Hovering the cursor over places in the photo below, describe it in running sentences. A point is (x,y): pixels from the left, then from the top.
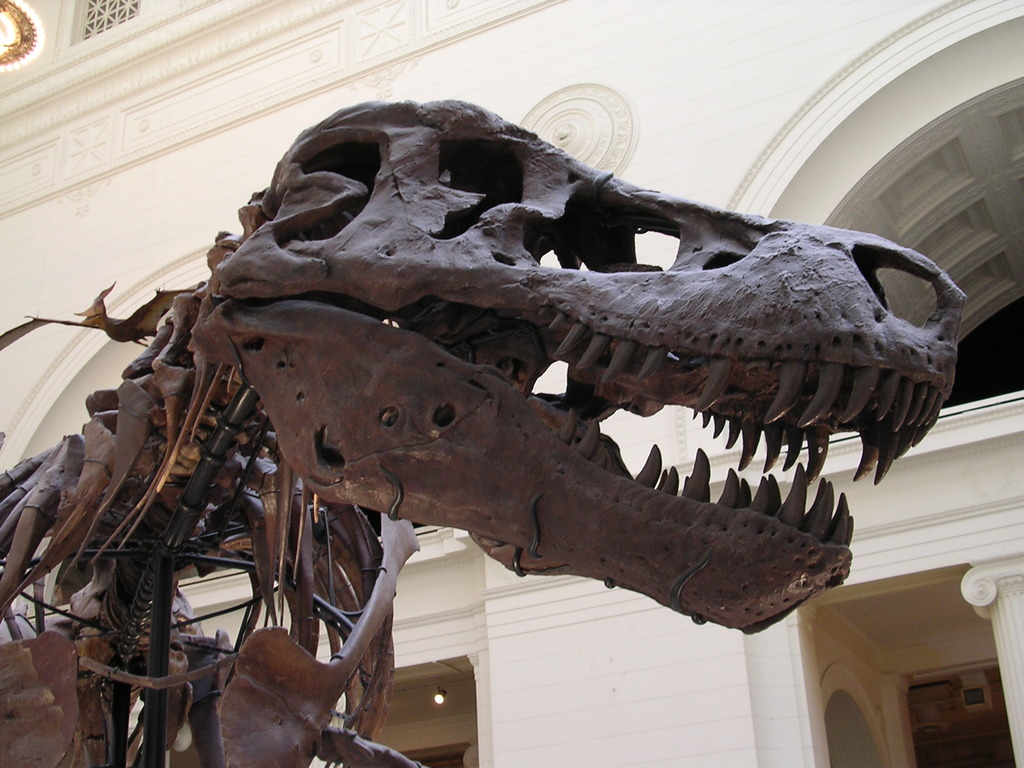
In the image there is a model of an animal (231,388). Behind that model (439,282) there is a building (753,107) with walls (780,123), arch (956,261) and pillar (989,600).
